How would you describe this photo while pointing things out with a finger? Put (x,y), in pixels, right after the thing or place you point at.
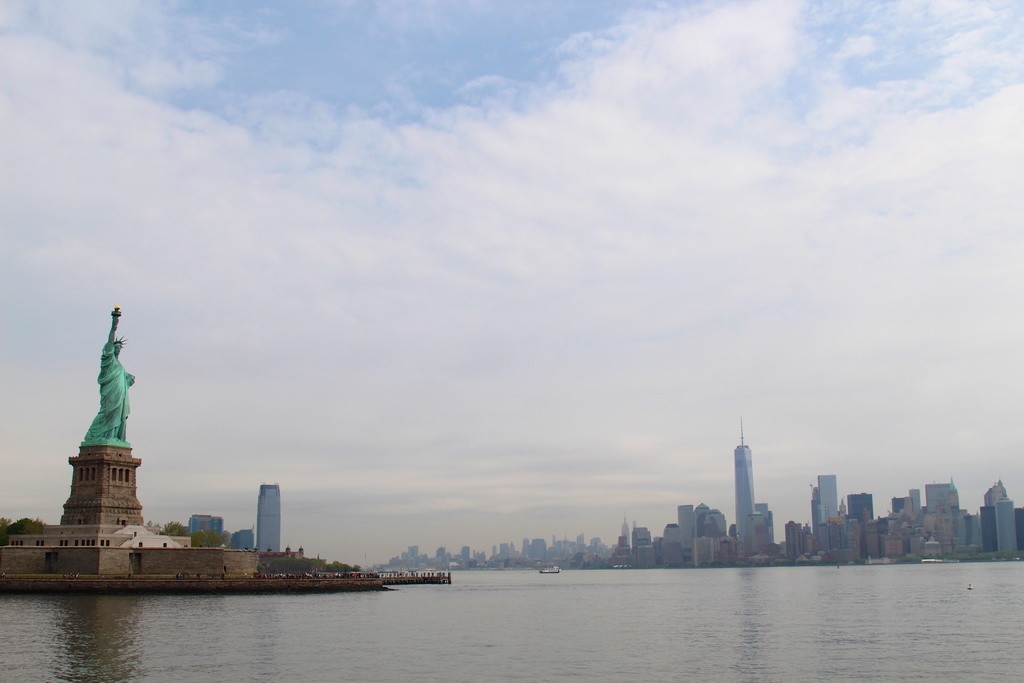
In the foreground (388,596) there is a water body (333,612). On the left (125,450) we can see trees (279,563), building (170,541) and statue of liberty (120,401). Towards right (899,537) there are buildings (622,552) and boat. At the top (538,192) it is sky (434,306).
